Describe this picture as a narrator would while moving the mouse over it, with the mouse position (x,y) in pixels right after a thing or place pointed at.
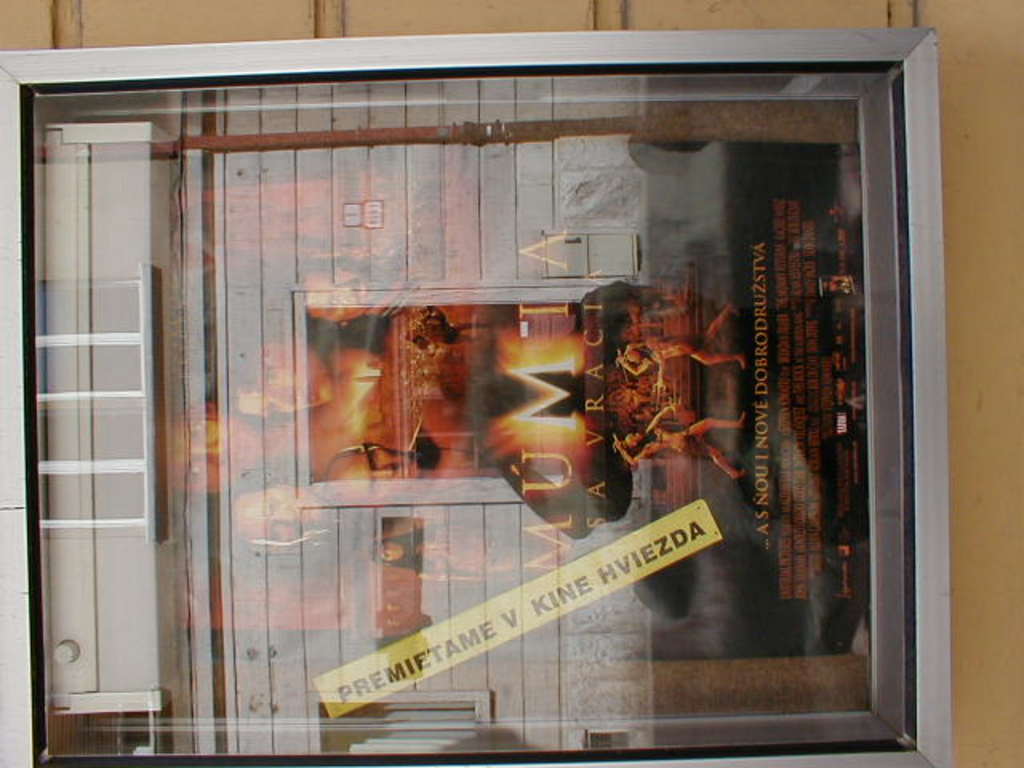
In this image I can see the glass board (775,389) and I can see the poster (502,281) in the glass board (701,244). The board (860,90) is attached to the yellow color surface (1005,170).
